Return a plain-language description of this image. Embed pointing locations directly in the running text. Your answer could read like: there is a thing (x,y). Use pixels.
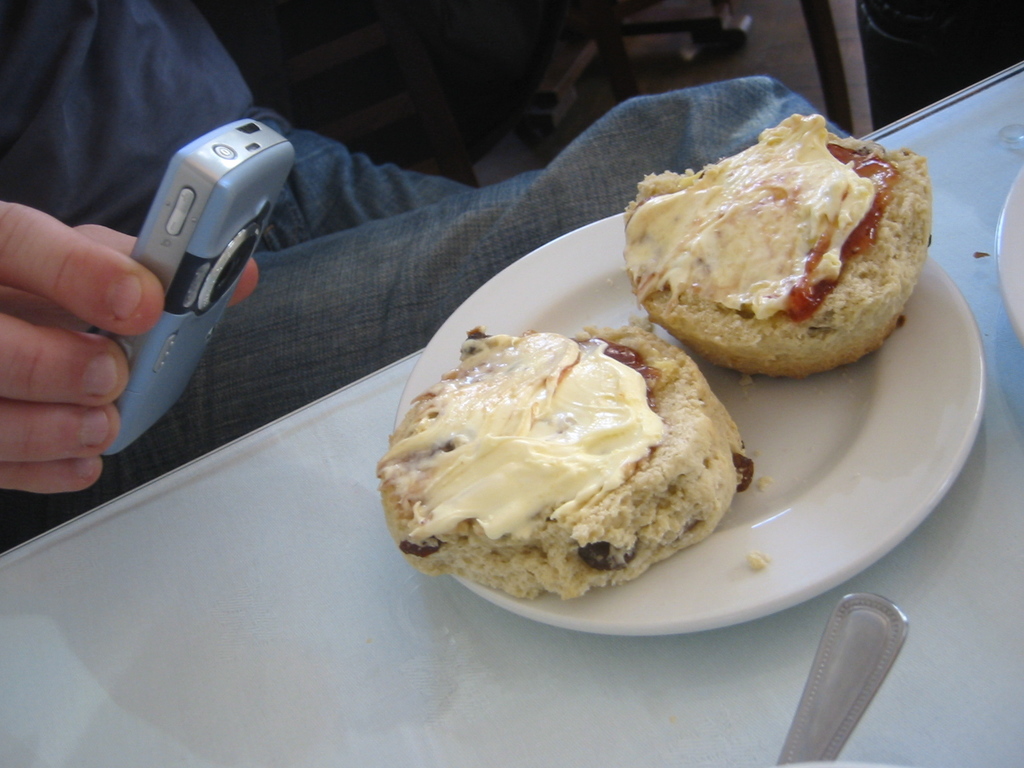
On this table (961,478) there is a plate (769,464) with food (639,395). A person (25,329) is holding a mobile (157,347).
